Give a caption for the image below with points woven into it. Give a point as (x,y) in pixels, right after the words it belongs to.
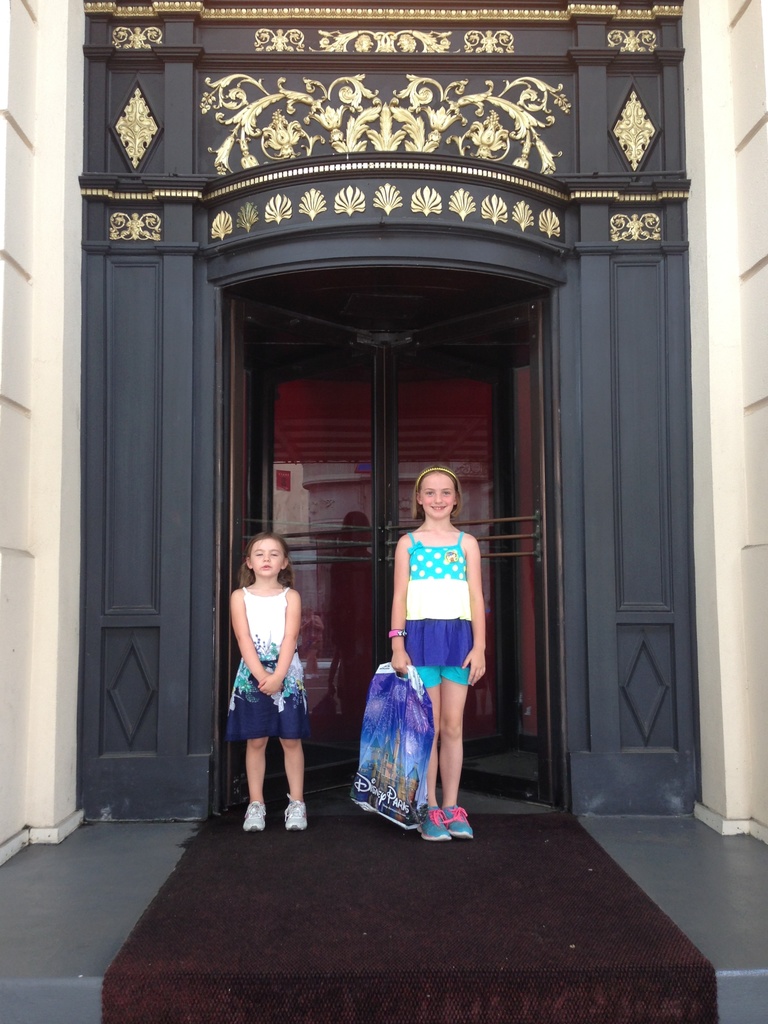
In this picture there are two small girl (441,586) standing and looking into the camera. Behind there is a brown and golden color door (572,413) and on the side there is a white wall (744,297).
